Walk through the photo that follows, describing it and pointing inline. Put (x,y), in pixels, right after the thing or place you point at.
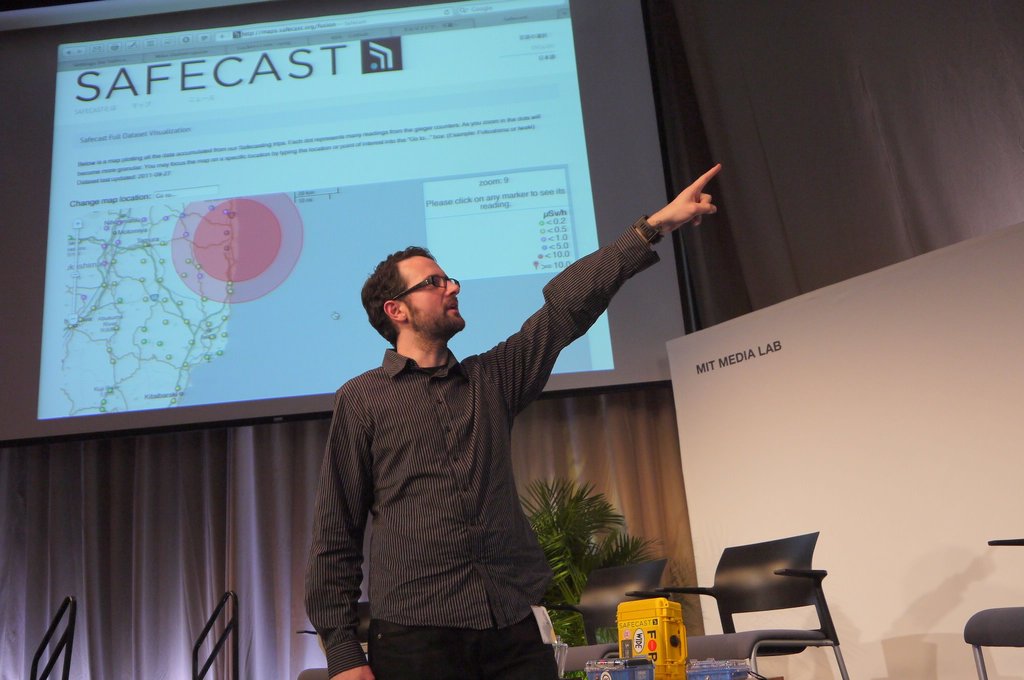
A man (394,502) is standing and pointing his hands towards left side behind him there is a projected image (220,324).
